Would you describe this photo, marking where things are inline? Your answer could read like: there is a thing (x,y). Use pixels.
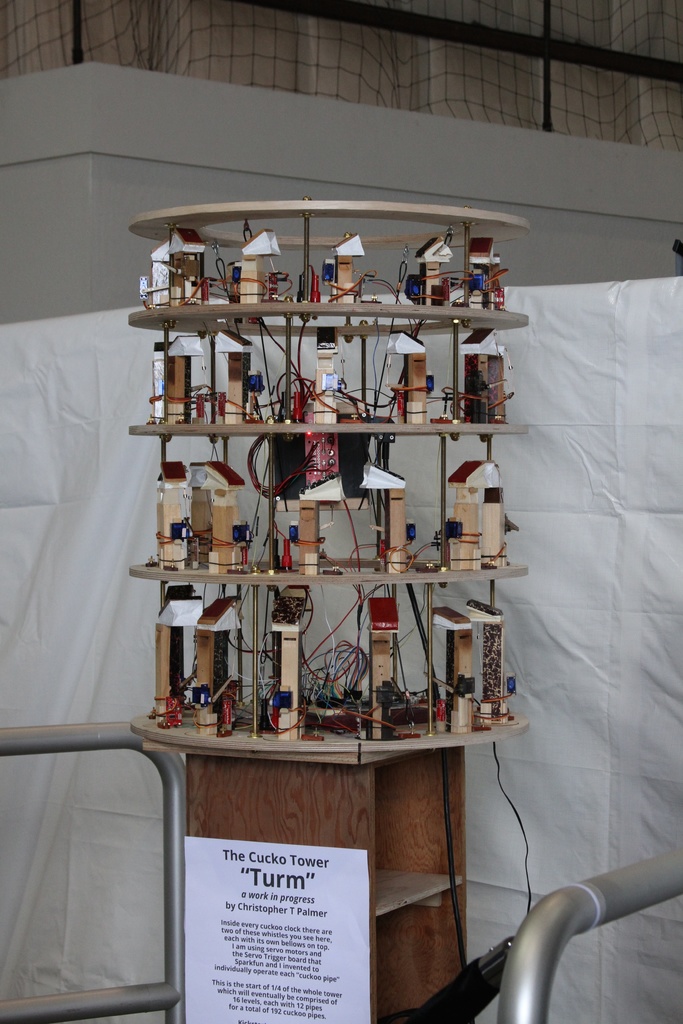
In this image we can see electric connections (309,412), cables (353,524) on the round boards (370,750) on a platform (370,760) and there is a paper (319,927) attached to the platform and on the left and right side (593,926) we can see metal objects (531,924). In the background (111,839) there is a banner (122,525), wall (261,135) and objects (230,31).
